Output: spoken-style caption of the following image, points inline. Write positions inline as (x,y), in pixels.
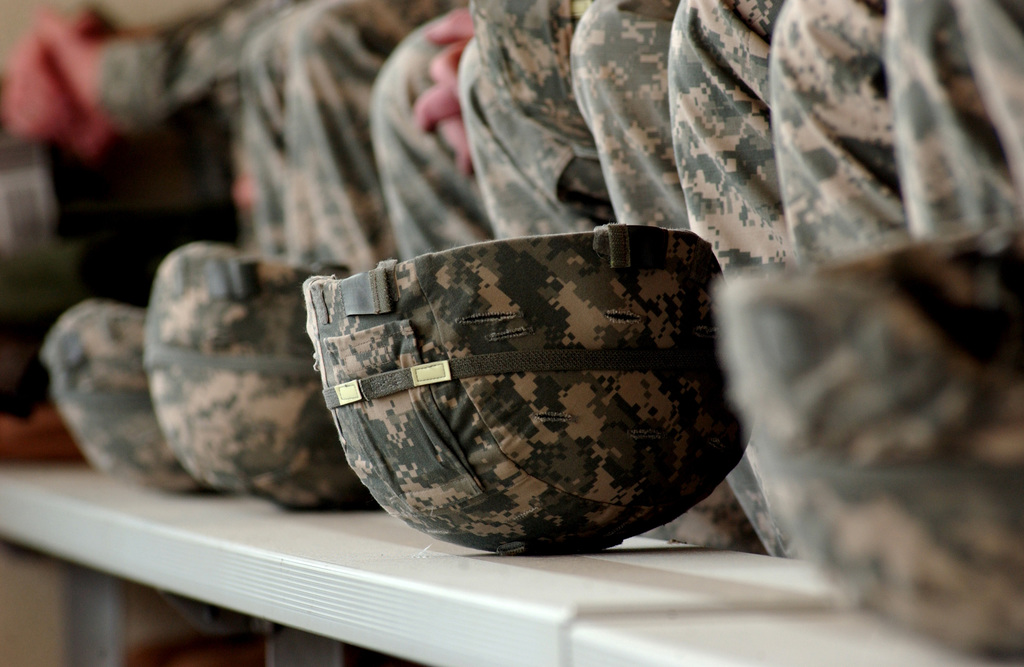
In this image there are caps (297,364) in the center (551,435). On the right side (750,152) there are persons (426,125) and the background (164,130) is blurry.
